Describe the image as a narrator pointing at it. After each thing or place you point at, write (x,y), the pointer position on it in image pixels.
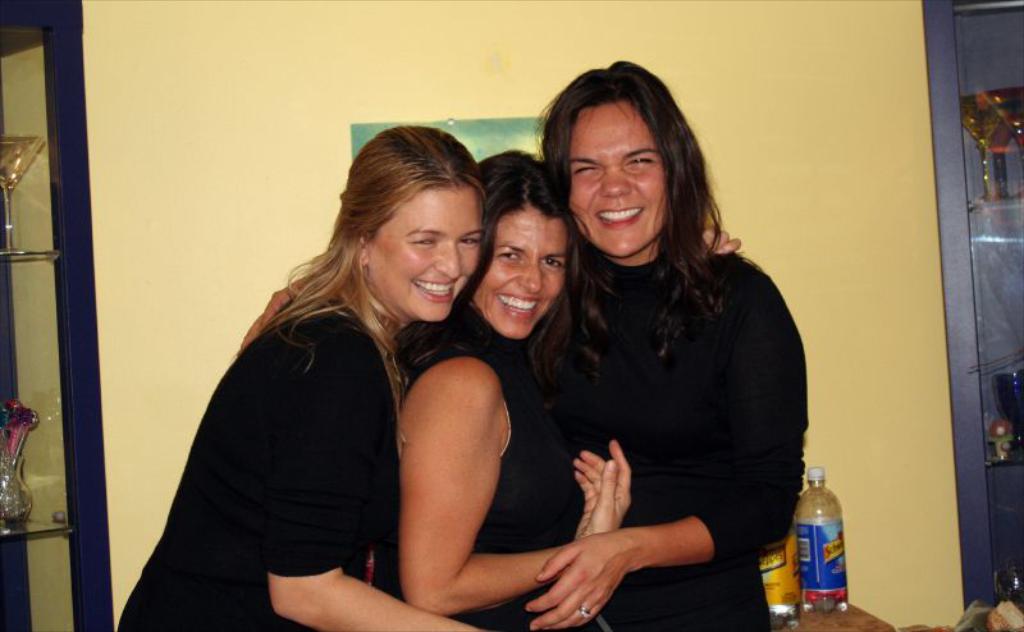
In the background (481,69) we can see the wall (564,49). On the right (1010,70) and left side of the picture (13,161) we can see glasses (972,113) and few glass objects (999,121) in the racks (50,214). We can see three women (488,429), wearing black dress (288,425) and all are smiling. We can see bottles (835,576) on the right side (835,576) near to the wall (863,536).
